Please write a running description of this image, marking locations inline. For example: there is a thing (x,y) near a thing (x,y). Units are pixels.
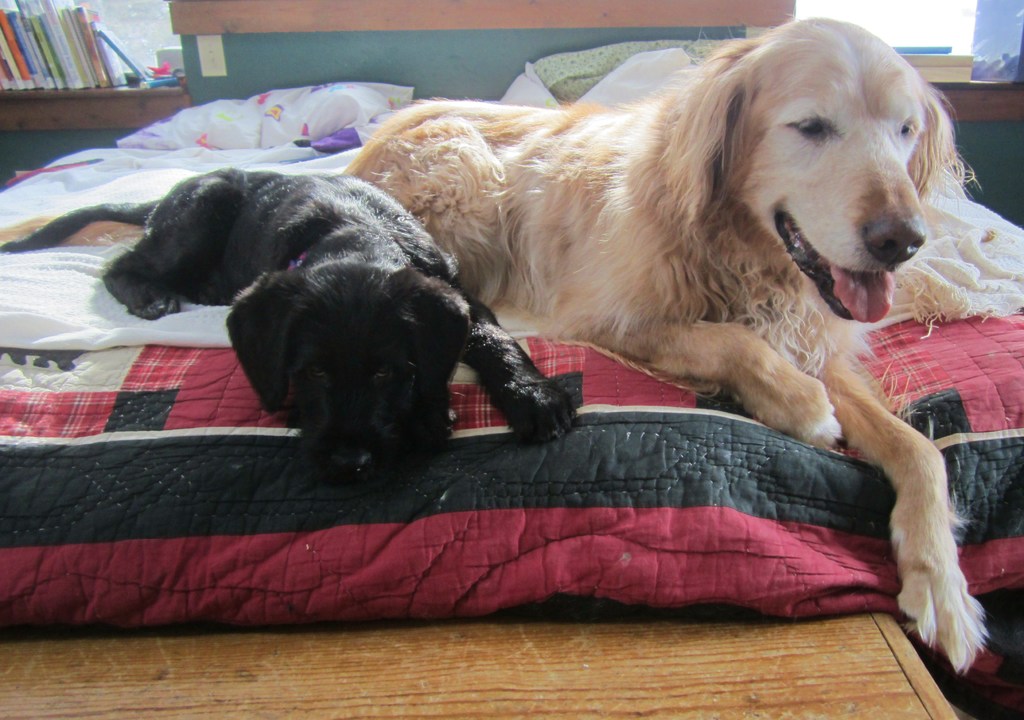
This image is taken indoors. At the bottom of the image (743,691) there is a wooden table (454,678). In the background (500,48) there is a wall (510,59) and there are a few books (126,66) on the shelf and there are a few objects (169,64). There is a window (878,28). In the middle of the image (459,356) two dogs (453,278) are lying on the bed (765,457) and there is a bed (167,441) with bed sheet (224,487) and pillows (345,95).
